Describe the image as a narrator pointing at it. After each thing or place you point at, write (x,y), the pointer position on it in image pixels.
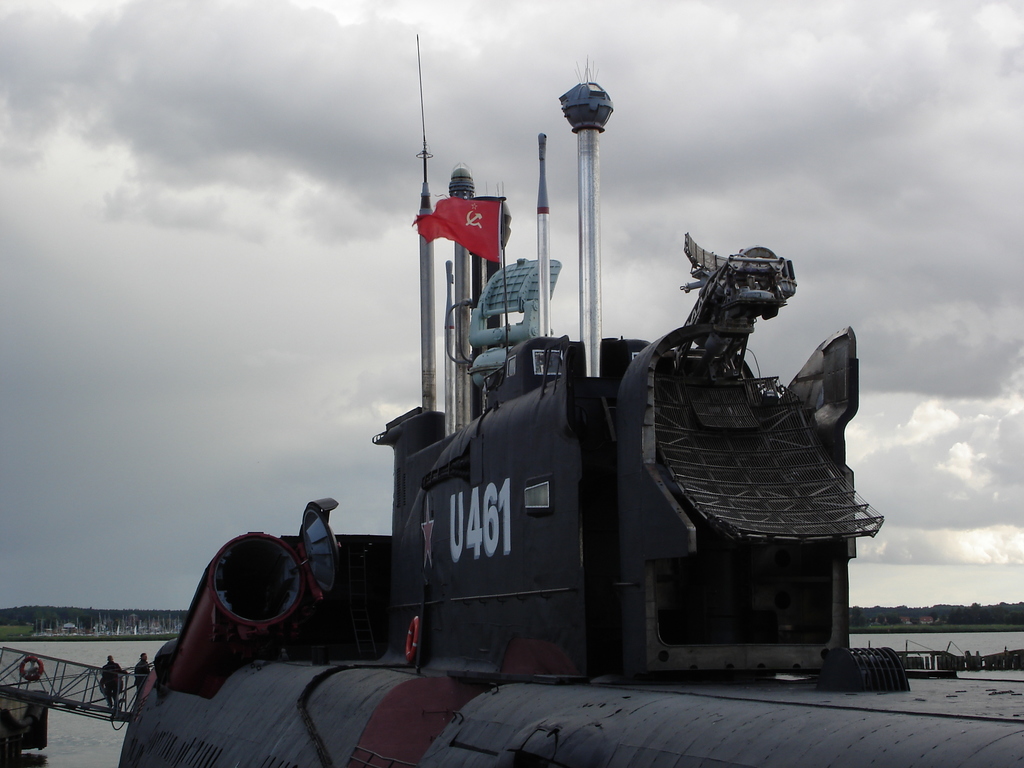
In this image we can see a submarine (523,649) with a number (476,525). Also there is a flag (482,248). In the back (63,654) there is water (76,748). Also there are few people (111,698). In the background (474,175) there is sky (811,234) with clouds (905,345).
